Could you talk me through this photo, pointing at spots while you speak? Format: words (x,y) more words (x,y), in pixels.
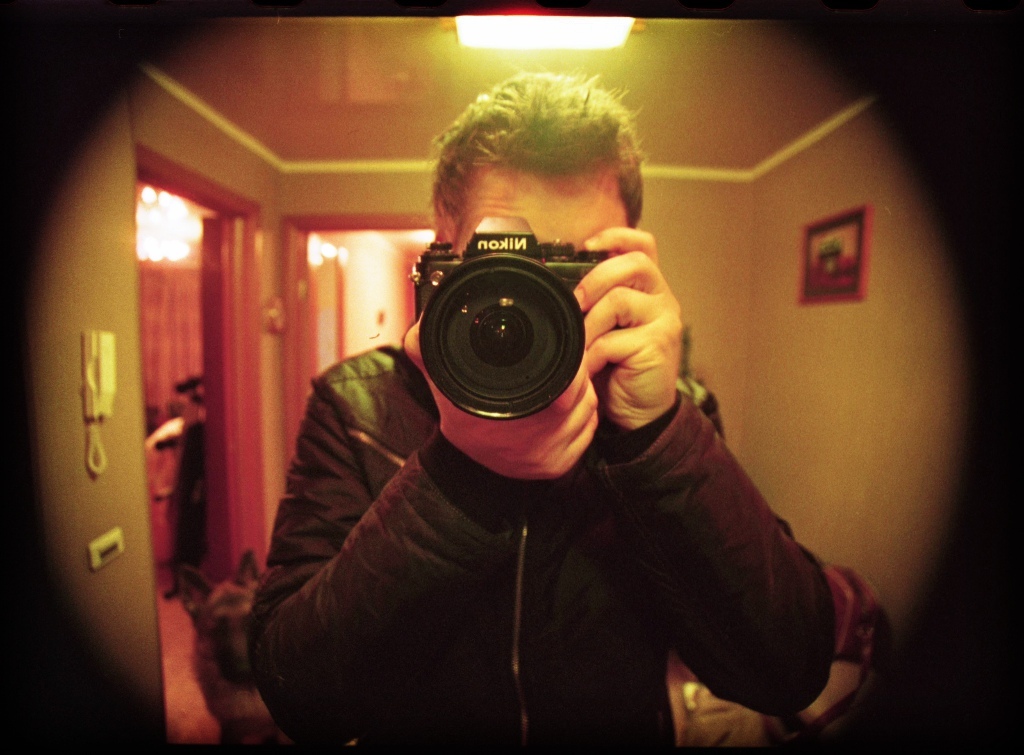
In this image there is a man (576,648) standing and holding a camera (490,306) in his hand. He is clicking a picture. On the camera (441,253) "Nikon" is written. There is a light (500,31) to the ceiling (502,51). In the background (725,313) there is wall (739,317), door (314,337) and a picture frame (840,279) hanging on wall (892,280).
